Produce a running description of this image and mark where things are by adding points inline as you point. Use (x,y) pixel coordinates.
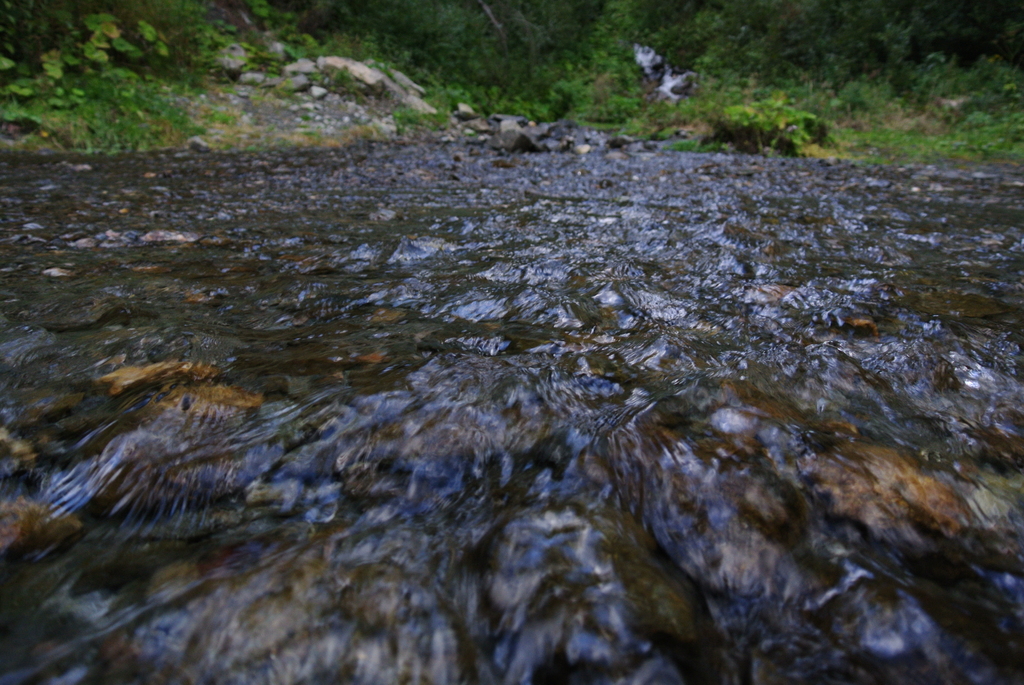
In this image we can see the water (522,591). The background of the image (151,1) is slightly blurred, where we can see the rocks (336,64) and trees (450,59).
